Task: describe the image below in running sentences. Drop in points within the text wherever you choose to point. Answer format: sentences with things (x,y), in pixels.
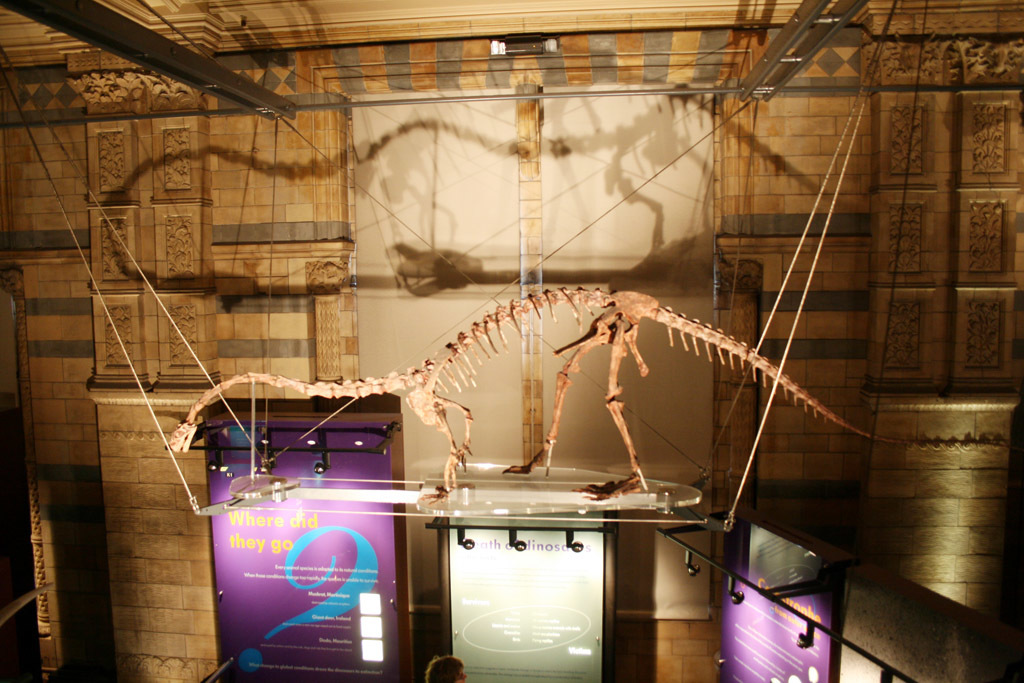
In the image there is a glass stand (550,484) hanging with ropes (766,333). On that stand (685,498) there is a skeleton (223,383) of an animal (686,324). Below the stand (572,470) there are banners (336,604) with some text (336,604) on it. And in the background (289,229) there is a wall (890,197) with designer pillars (164,142).
